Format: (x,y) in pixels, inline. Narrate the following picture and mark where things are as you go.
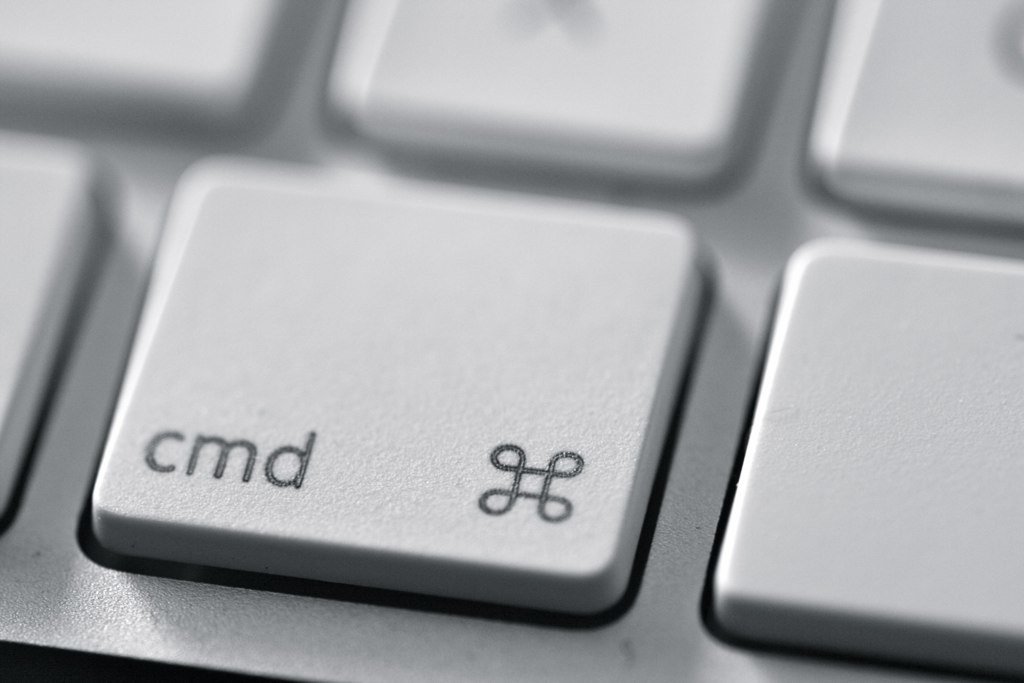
In this picture I can see there is a keyboard (520,432) and it has many keys (276,460). There is something written on this key (310,483).
